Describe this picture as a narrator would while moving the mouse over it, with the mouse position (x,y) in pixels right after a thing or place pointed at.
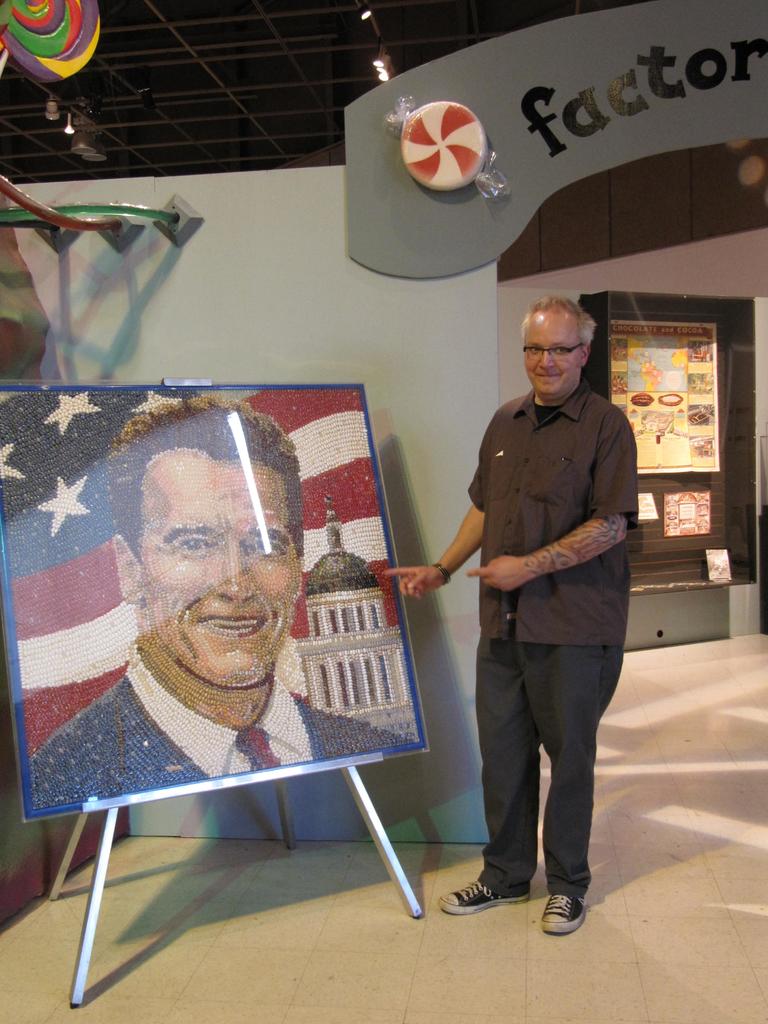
In this image we can see a person (491,562) standing, he is pointing to a painting (199,589) of a person (245,657), which is placed on a stand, there are pipes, posters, boards (422,101) with some text (574,122) written on it, also we can see roof top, and walls (523,392).
